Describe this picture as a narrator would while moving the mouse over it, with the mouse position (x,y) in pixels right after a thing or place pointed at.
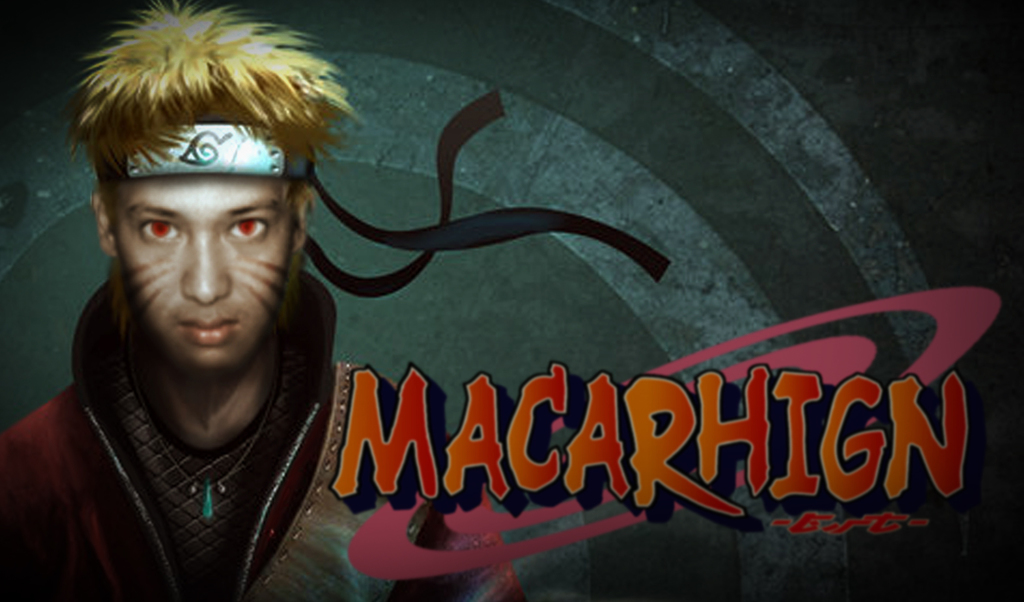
In the image we can see an animated picture of a person (314,496) wearing clothes (315,529) and neck chain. This is a text (635,427).
